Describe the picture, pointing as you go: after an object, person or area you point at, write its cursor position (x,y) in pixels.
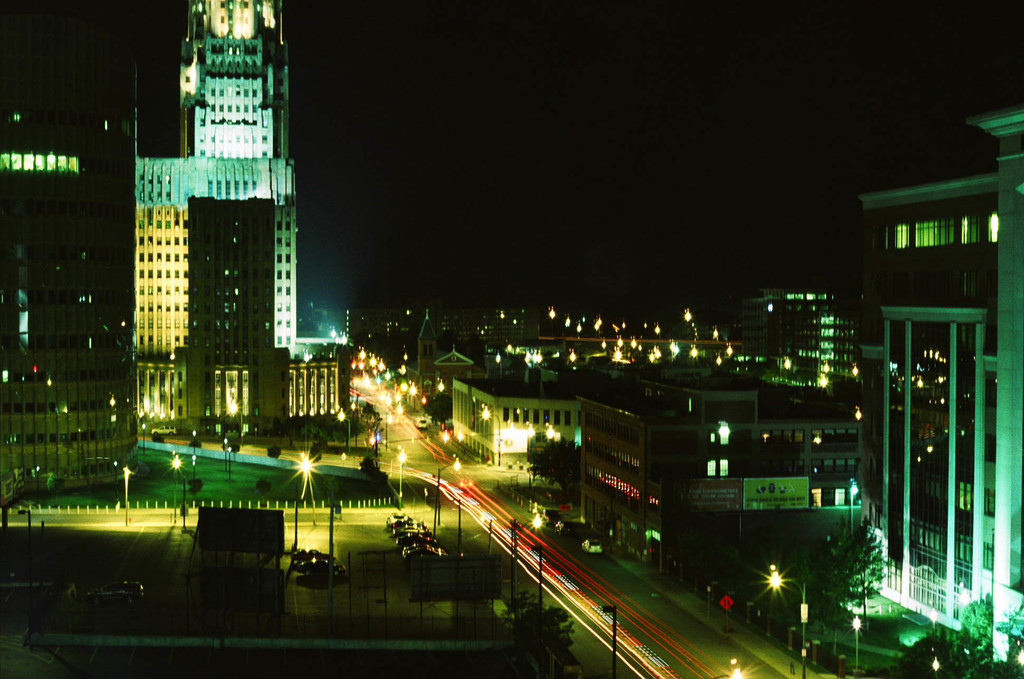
In this image, we can see some buildings (592,490). There are a few vehicles (397,537). We can see some poles (516,579) with lights (391,401). We can see the ground (702,631). We can see some boards (476,588) with text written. We can also see the sky (481,276).
